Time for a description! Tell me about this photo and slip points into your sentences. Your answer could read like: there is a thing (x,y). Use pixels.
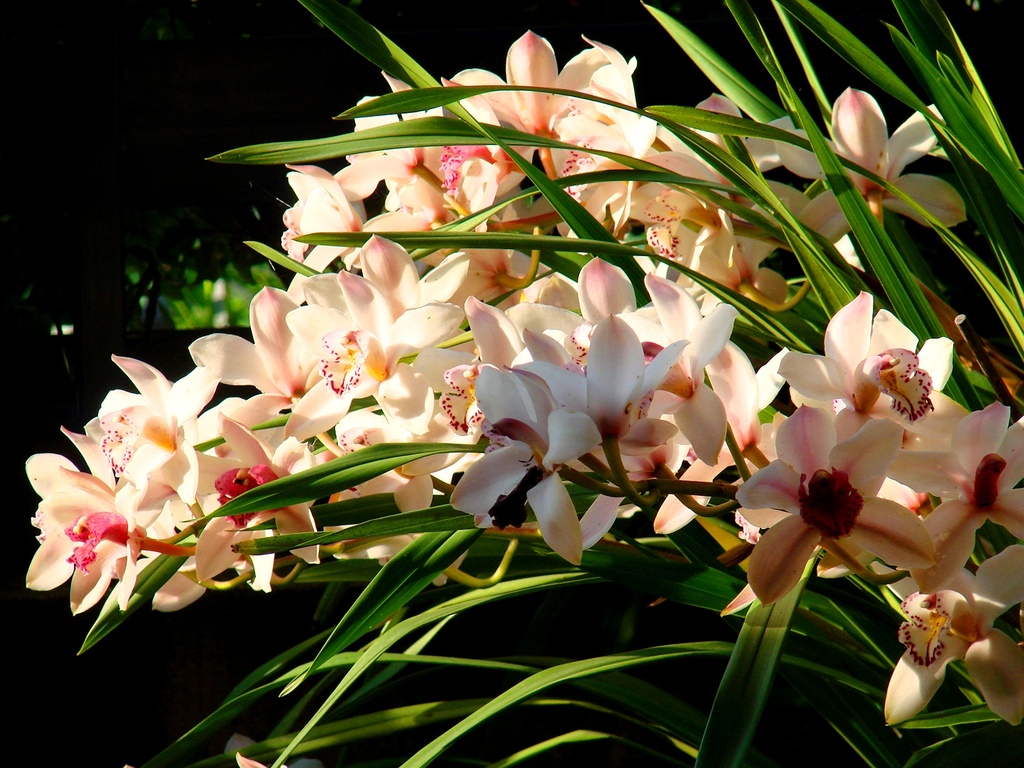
In this picture white flowers (632,316) and plants (795,296). The background of the image (43,158) is dark.
